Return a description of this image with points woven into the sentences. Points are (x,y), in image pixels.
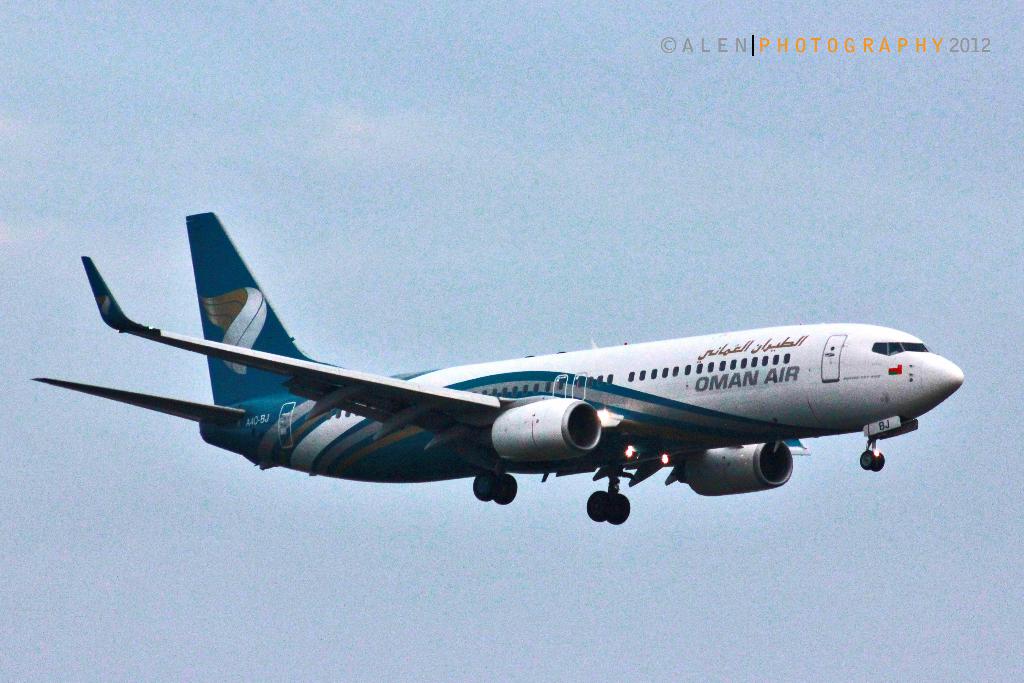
In this image I can see an aeroplane (668,369) which is white and blue in color is flying in the air (454,278). I can see the sky (452,183) in the background (411,189).
